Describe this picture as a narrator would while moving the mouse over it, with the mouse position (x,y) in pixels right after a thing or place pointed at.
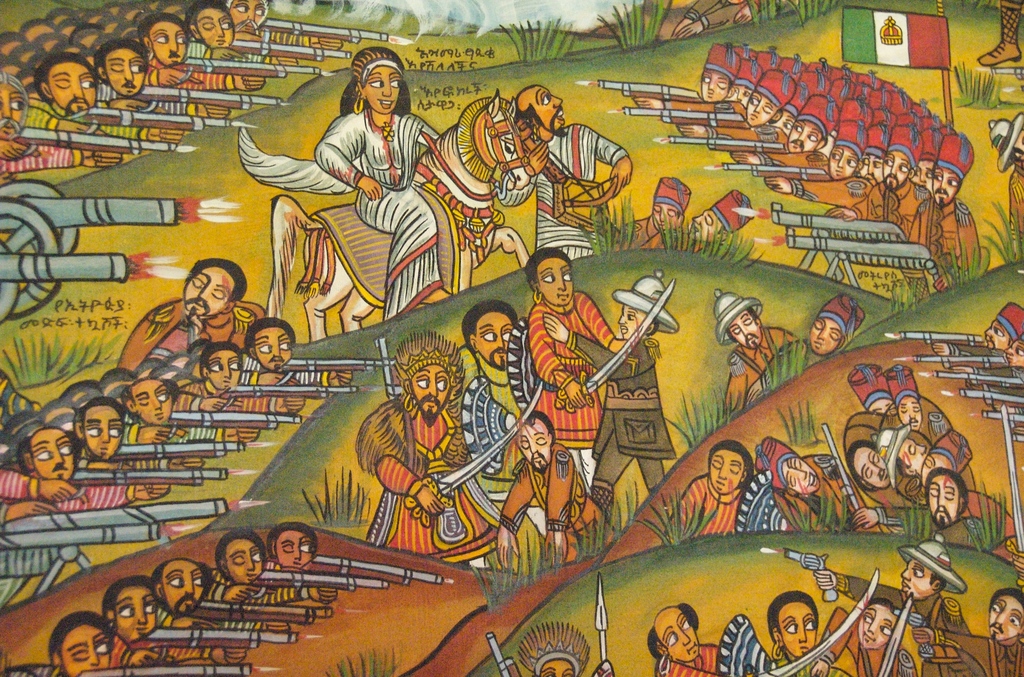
In this image I can see a painting (549,330) of many people (380,123). One person (388,225) is sitting on a horse (362,244). Few people (379,414) are holding guns (826,558) and swords (472,468) in the hands (431,493). There are few plants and also I can see the text (435,85).
